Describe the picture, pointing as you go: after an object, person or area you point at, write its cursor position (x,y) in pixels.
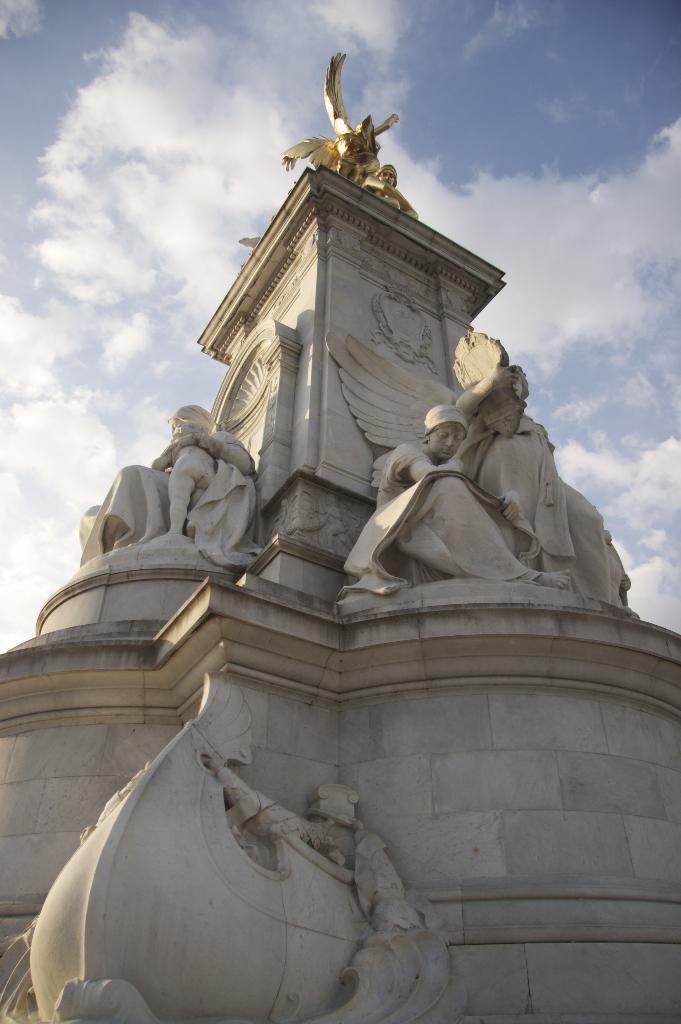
In this picture we can see statues (485,361), wall (453,746) and in the background (228,128) we can see the sky (562,325) with clouds (74,296).
